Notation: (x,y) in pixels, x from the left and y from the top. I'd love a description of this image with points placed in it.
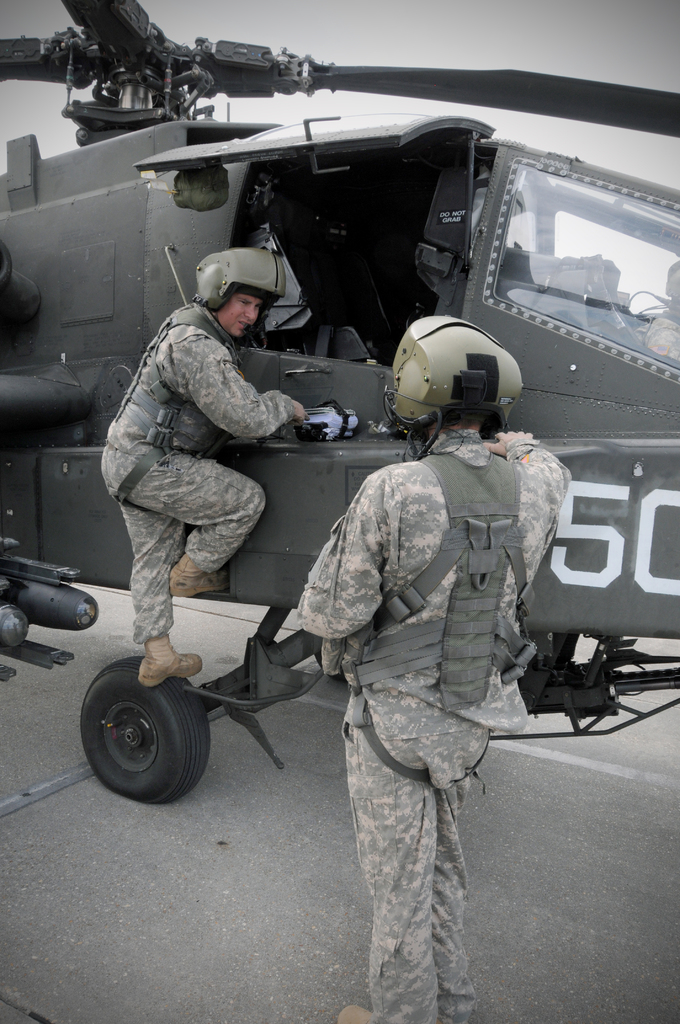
In the picture we can see a helicopter (528,341) with fan (510,83) and on the wheel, we can see a man (220,471) is standing he is with army uniform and helmet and near to him we can see another man (403,757) standing with army uniform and helmet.
